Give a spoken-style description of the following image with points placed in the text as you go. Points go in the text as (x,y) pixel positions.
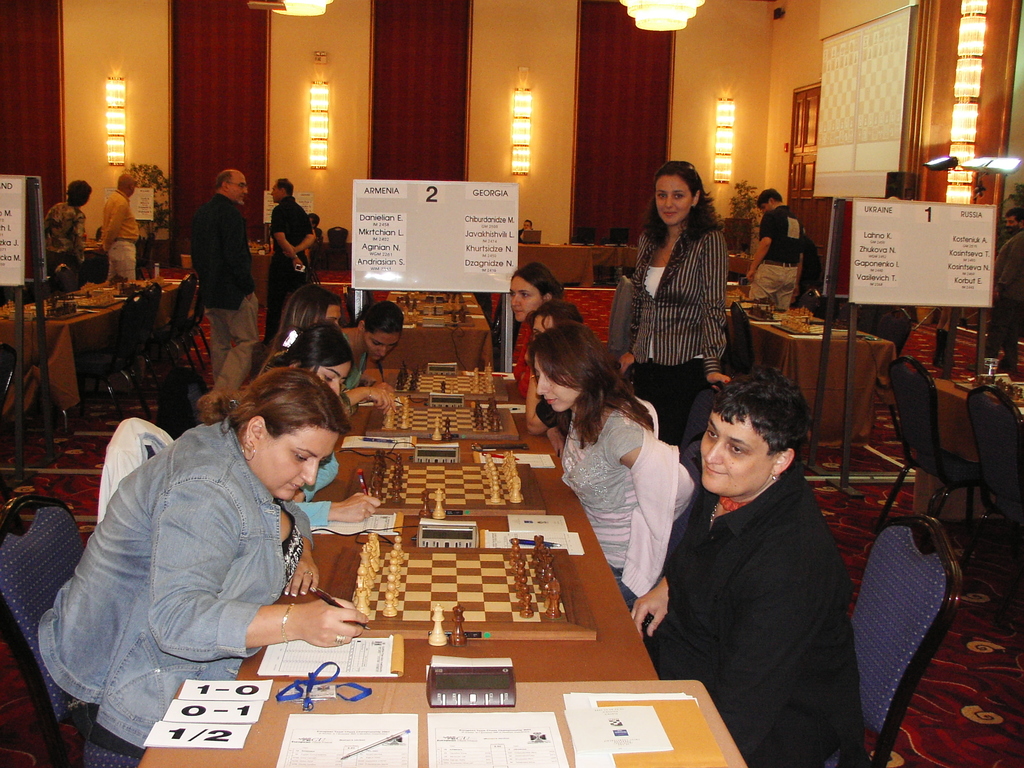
There is a room (532,427) with lot of chairs (736,339) tables (424,753) and there are chess boards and crowd (745,516) playing chess. There is a notice board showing the names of the players (231,590).
